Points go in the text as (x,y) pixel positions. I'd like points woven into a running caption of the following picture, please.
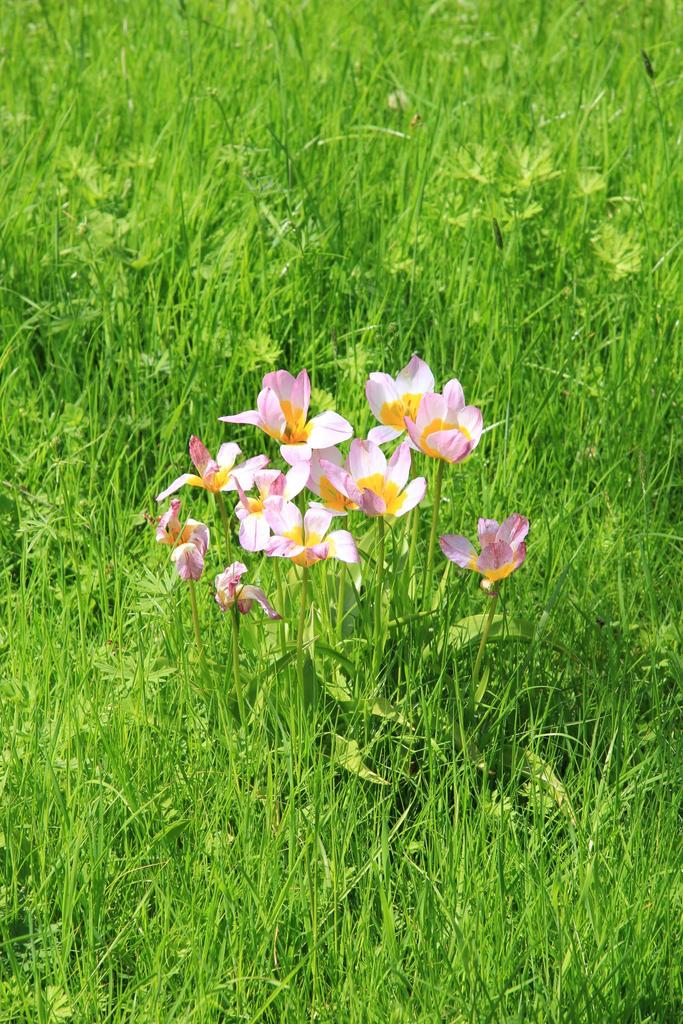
In this image, we can see some grass (509,467). There are flowers (402,414) in the middle of the image (384,441).
